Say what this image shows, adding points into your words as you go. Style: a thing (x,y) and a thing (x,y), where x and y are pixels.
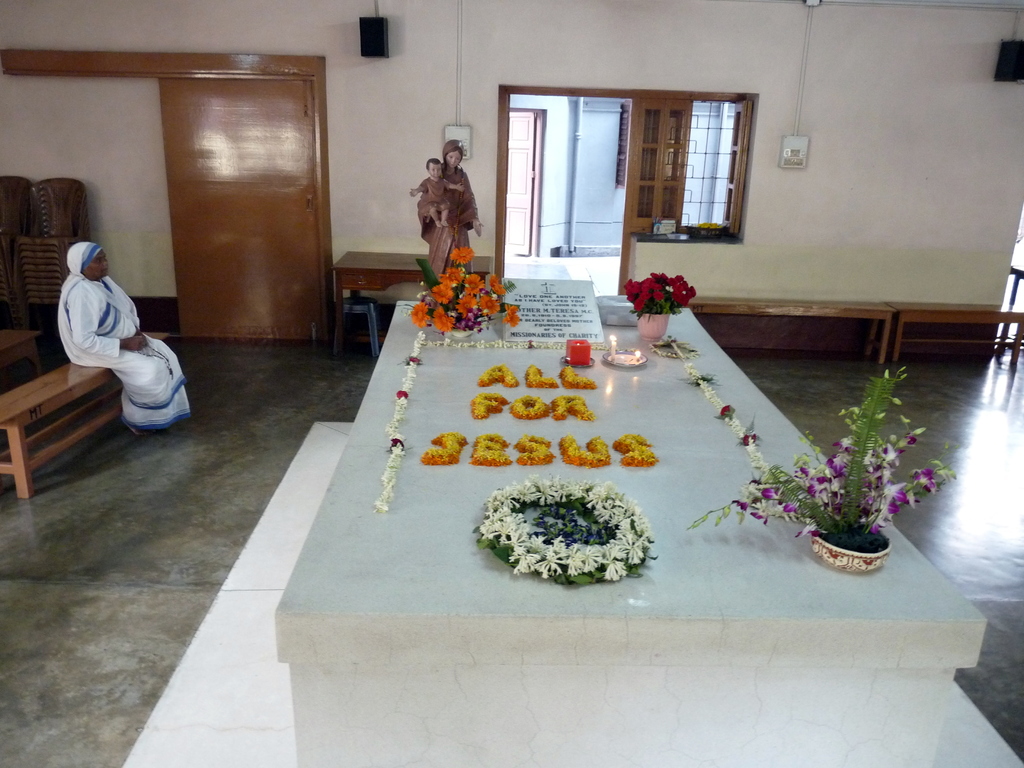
In this image on the left side (99,317) there is one woman (98,328) who is sitting on a bench (46,397). Beside her there are some chairs (66,251) and in the center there is one door (275,191) and in the center (365,408) there is one table (690,344). On that table (606,662) there are some flowers (530,479) and flower bouquets (472,292) and flowers (454,294) and flower pots (652,333) are there, and one candle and one board (534,330) is there on the table (458,487). And in the center (526,278) there is one door (506,100) beside that door (599,166) there is one window (686,163) and beside the door (504,205) there is one statue (438,213) and one bench (339,314) and one stool (353,308) is there, and on the top (565,47) there is a wall (740,52) and some benches (835,317) are there on the floor (867,366).
